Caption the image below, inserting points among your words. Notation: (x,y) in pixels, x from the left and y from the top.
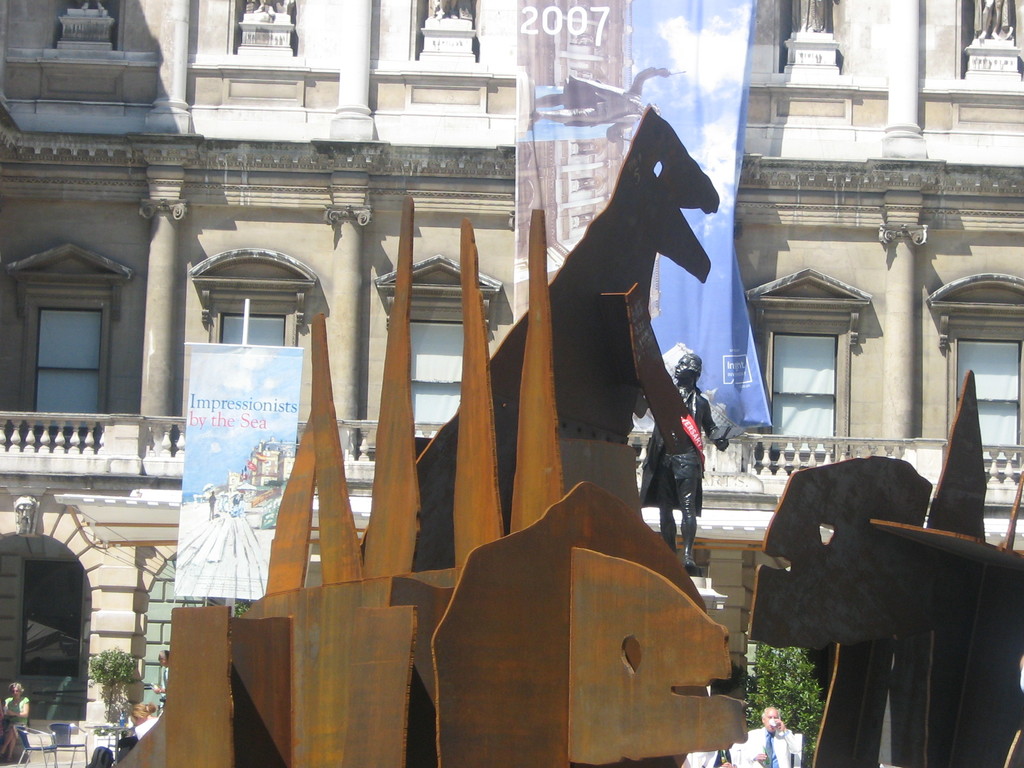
There is a big building (126,321) it has a lot of windows (422,372) and doors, in front of the building (223,303) there is a sculpture (605,514) and in the left side (14,723) there is a woman (13,689) standing beside the chair (74,732) and to the right side (764,734) there is a man (779,751) drinking some drink (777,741), he is wearing a white dress (765,752) and behind the sculpture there is some poster (258,364) attached to the balcony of the building (178,349).
